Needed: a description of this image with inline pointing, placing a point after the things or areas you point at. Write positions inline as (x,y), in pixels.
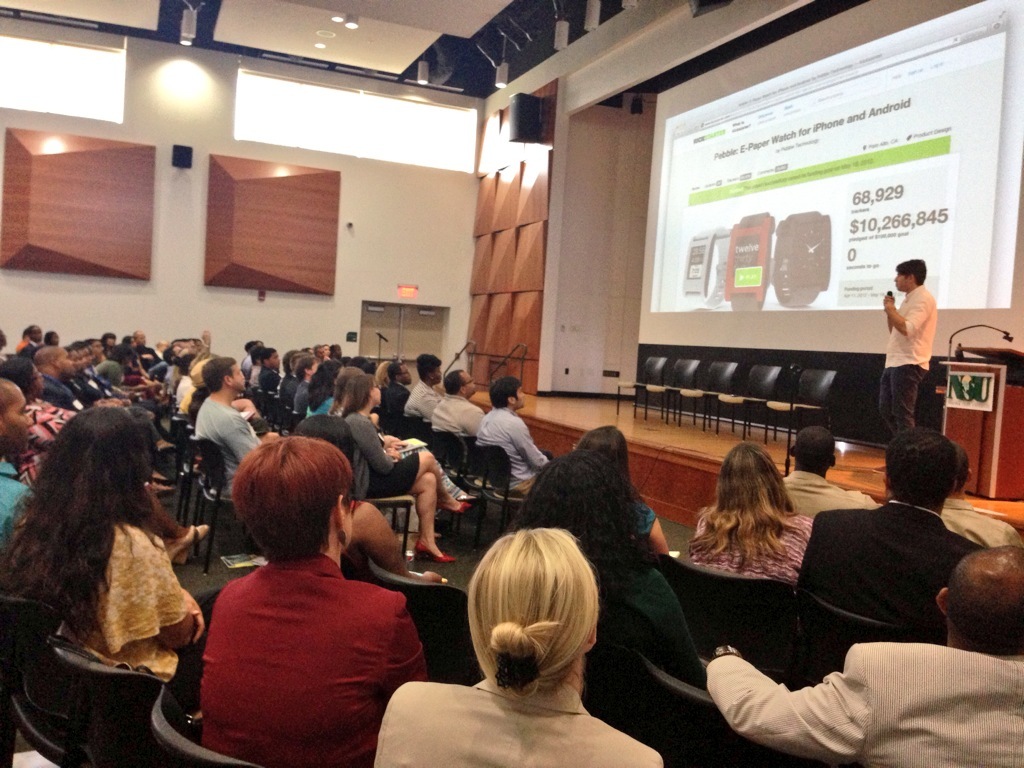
In this image we can see many people (537,548) sitting on chairs (204,500). There is a stage (594,413). On the stage (576,405) there are chairs (827,409) and a podium (945,419) with mic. Also there is a person (896,317) holding mic (889,302). And there is a wall (589,111) with screen (696,179). On the screen (696,179) there are numbers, text (802,149) and images of watches (733,253). Also there are lights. And on the wall (561,114) there is a speaker (534,101). Also there are doors (419,317).
